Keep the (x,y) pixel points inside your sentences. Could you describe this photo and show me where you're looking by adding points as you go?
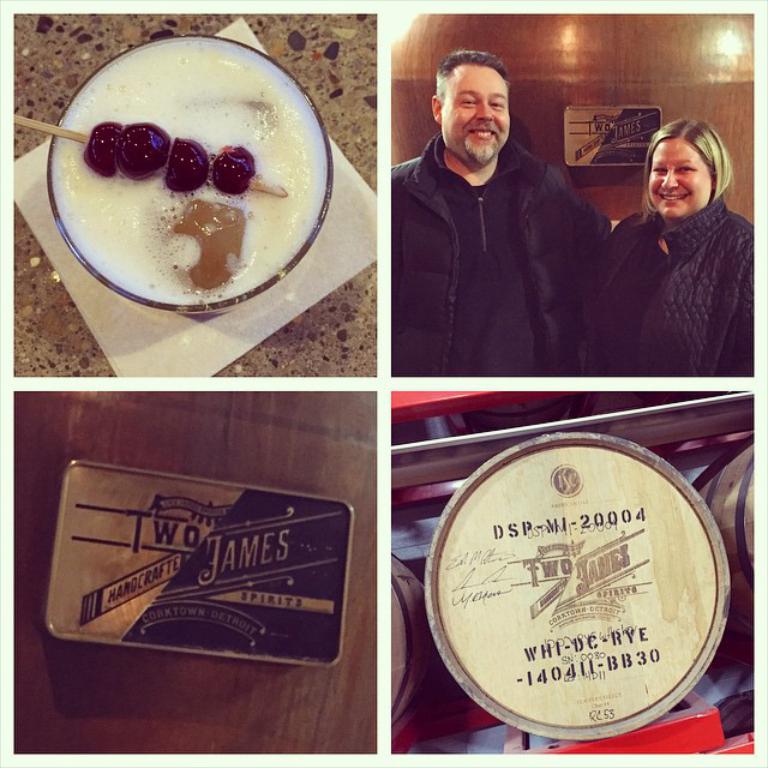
It is a collage image there are total four images, in the first image there is a drink (183,170) and in the second image there are two people (577,217) posing for the photo and in the third image there is some object (302,527) and in the final image also there is another item (632,589) and the names (608,575) written on the third (322,590) and fourth object (567,572) are similar.
